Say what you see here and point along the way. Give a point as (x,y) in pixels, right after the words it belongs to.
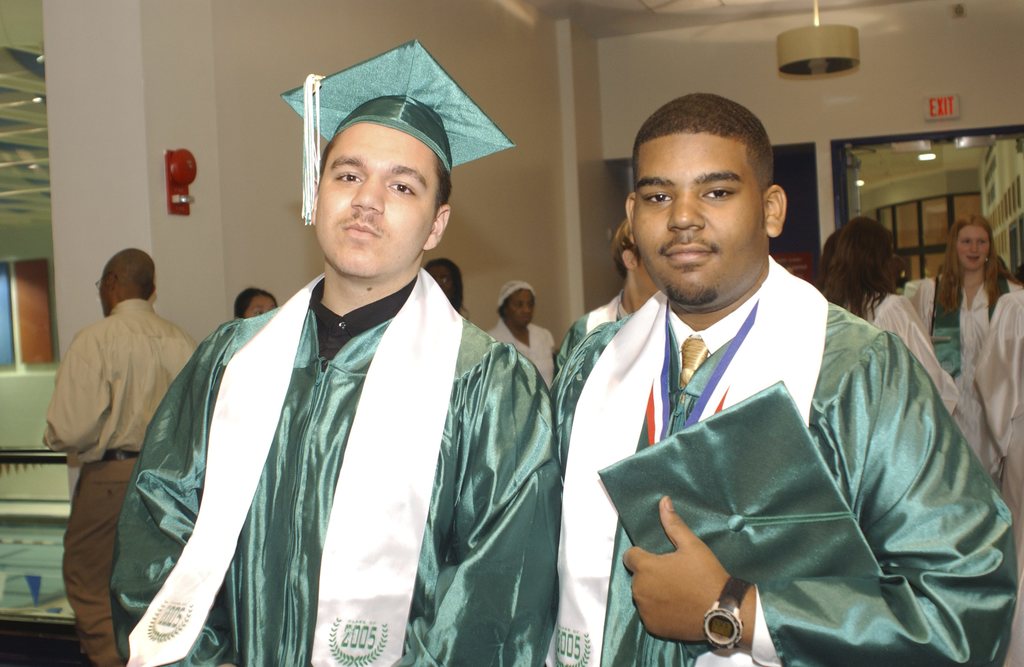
In this image we can see many people (615,245). There is a boy (408,260) wearing cap (324,122). There is another boy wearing watch (727,599) and holding something in the hand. In the back (821,127) there is a wall (893,105) with an exit board (946,110). Also there is a red color object (193,163) on the wall (213,140). And we can see a window (854,155) on the wall (571,220).
